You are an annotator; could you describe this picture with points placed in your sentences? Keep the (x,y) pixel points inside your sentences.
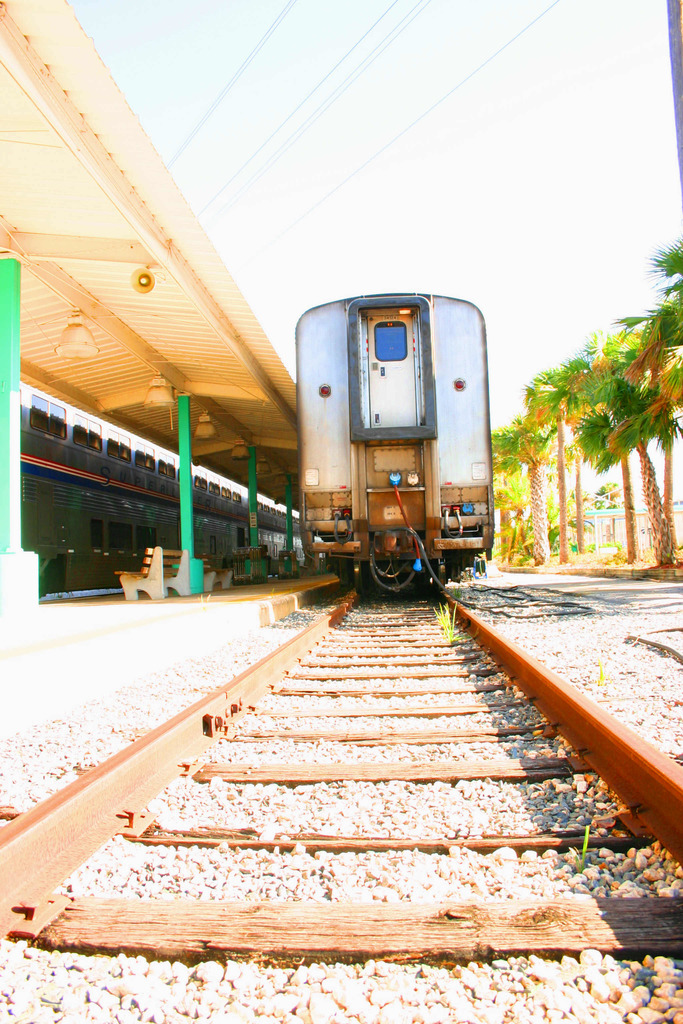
There is a train (372,558) on the railway track (424,721). On the both sides of the railway track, there are stones (614,621). On the left side (223,608), there is a platform (183,576), which is having green color pillars (8,506), chairs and a roof (267,490). On the right side (679,326), there are trees (679,326) and buildings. In the background (433,97), there are electrical lines (245,59) and there are clouds (547,157) in the sky (225,256).
